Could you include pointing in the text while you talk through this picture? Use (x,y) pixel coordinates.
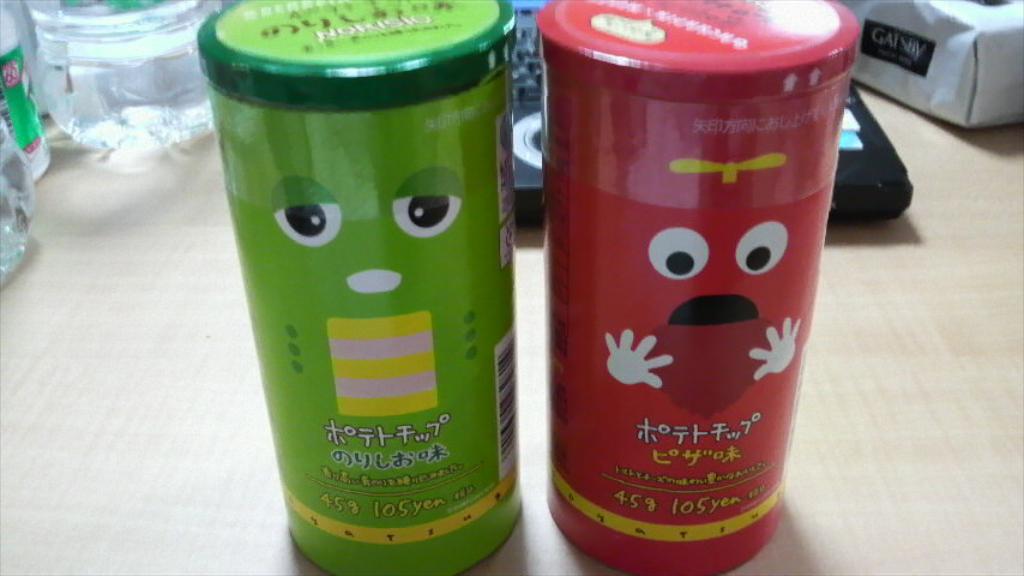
These are the two cans (751,368) with the faces (422,191) on it.
